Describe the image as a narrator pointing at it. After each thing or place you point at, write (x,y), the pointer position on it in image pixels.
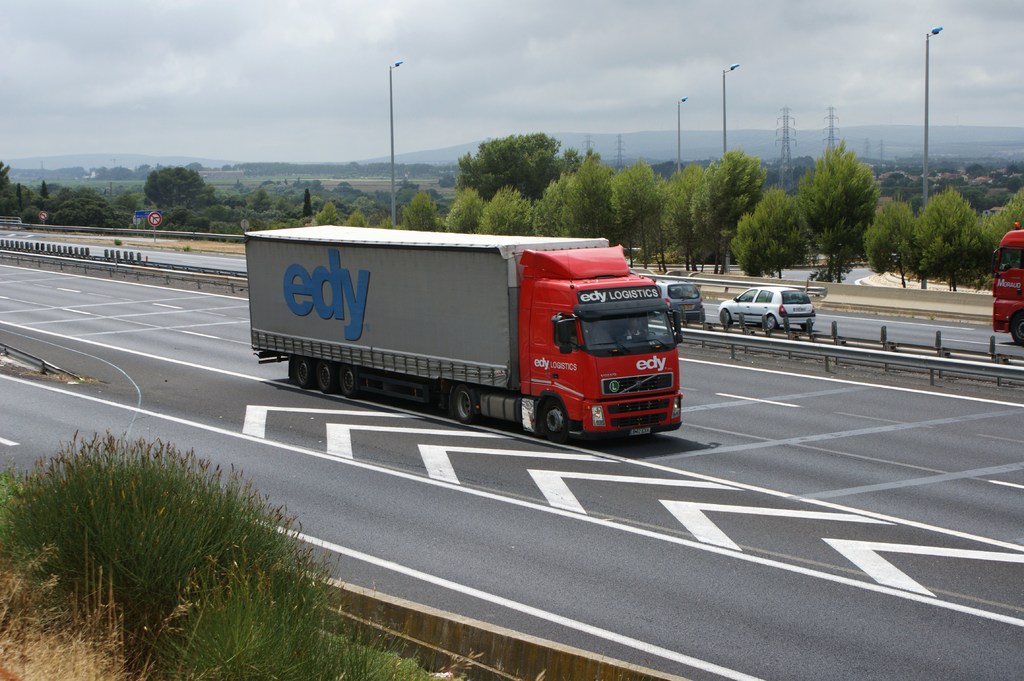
In this image in the front (162,605) there are plants (225,596). In the center (513,355) there are vehicles (513,355) moving on the road (717,306). In the background (593,215) there are trees (849,199), poles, towers (786,134) and the sky (358,44) is cloudy and there is a fence (972,361) in the center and there is a wall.
